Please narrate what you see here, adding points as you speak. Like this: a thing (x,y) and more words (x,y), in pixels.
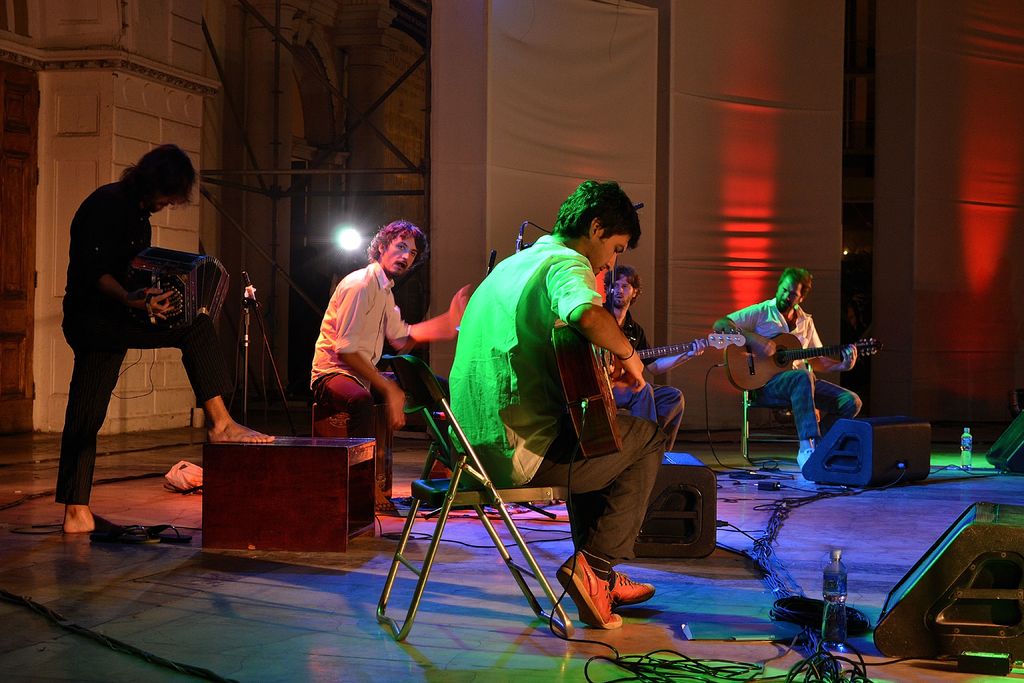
In this picture there are five person (531,317). Right side (750,364) three person (604,318) playing a guitar (608,387). The other person (436,339) is drumming on the box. Left person (159,294) playing accordions (177,284) in front of mic (249,287). There is a light (346,243). On right side (969,445) there is a water bottle (968,461). This wires (744,534) are connected with speakers (886,449). These three person (630,324) sat on the chair (434,490).
